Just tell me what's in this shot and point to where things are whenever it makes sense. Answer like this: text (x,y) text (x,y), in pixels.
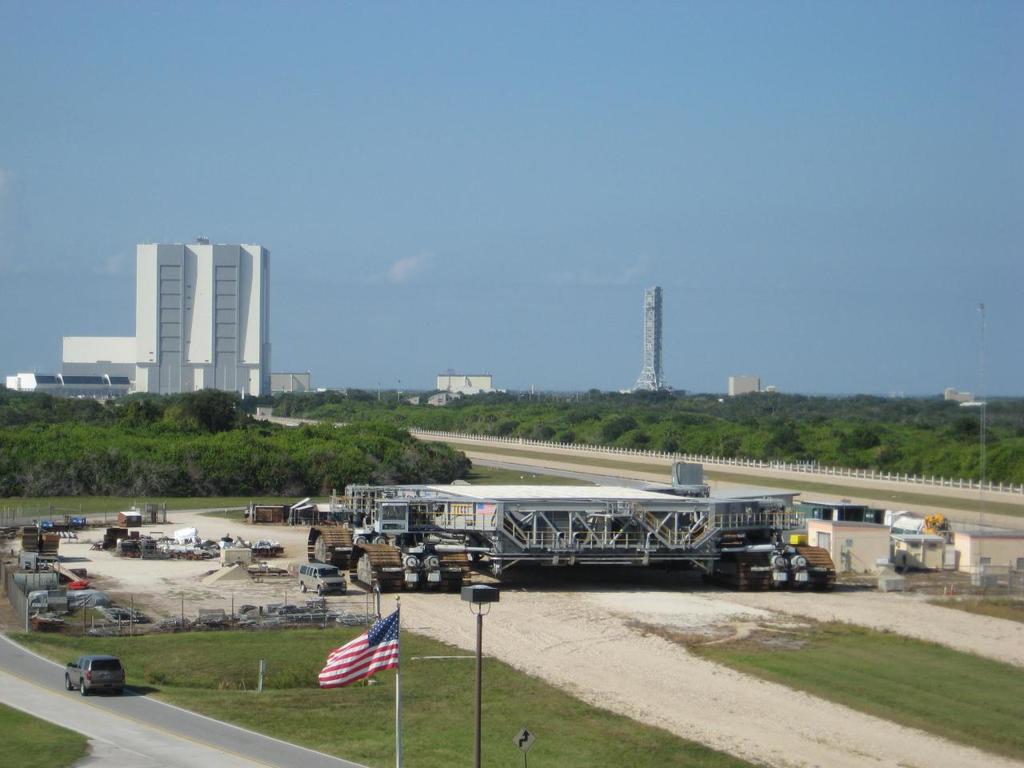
In the picture I can see a car (89,659) is moving on the road (67,715), I can see flag (341,674), poles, board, shed (824,516), trees (384,465), tower buildings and the sky (3,351) in the background (614,228).
